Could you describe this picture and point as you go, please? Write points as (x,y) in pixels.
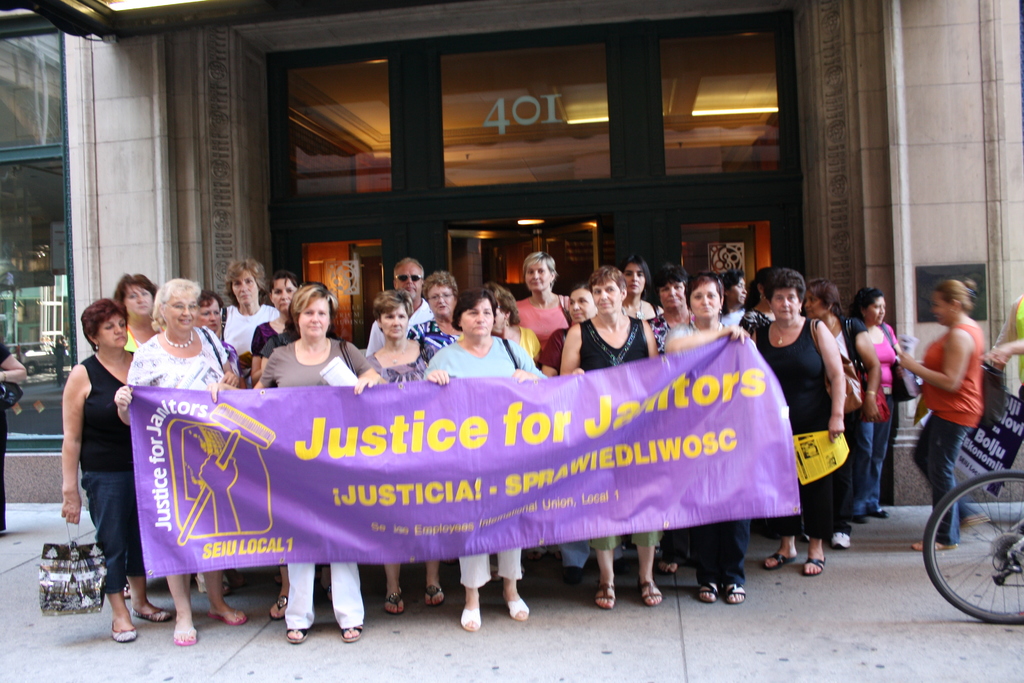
In this image there are group of persons (258,379) standing, there are persons (112,396) holding an objects (834,451), there are persons (468,327) holding a banner (460,449), there is text (555,433) on the banner (648,433), there is a person (997,346) truncated towards the right of the image (1013,343), there is a vehicle (992,525) truncated towards the right of the image (1000,561), there is a person (12,374) truncated towards the left of the image (3,434), there is a glass window (50,250) truncated towards the left of the image (19,194), there is a wall (134,134), there is door (700,247), there is a number (552,112) on the glass surface (558,115), there are lights (704,111) on the roof (686,84).
